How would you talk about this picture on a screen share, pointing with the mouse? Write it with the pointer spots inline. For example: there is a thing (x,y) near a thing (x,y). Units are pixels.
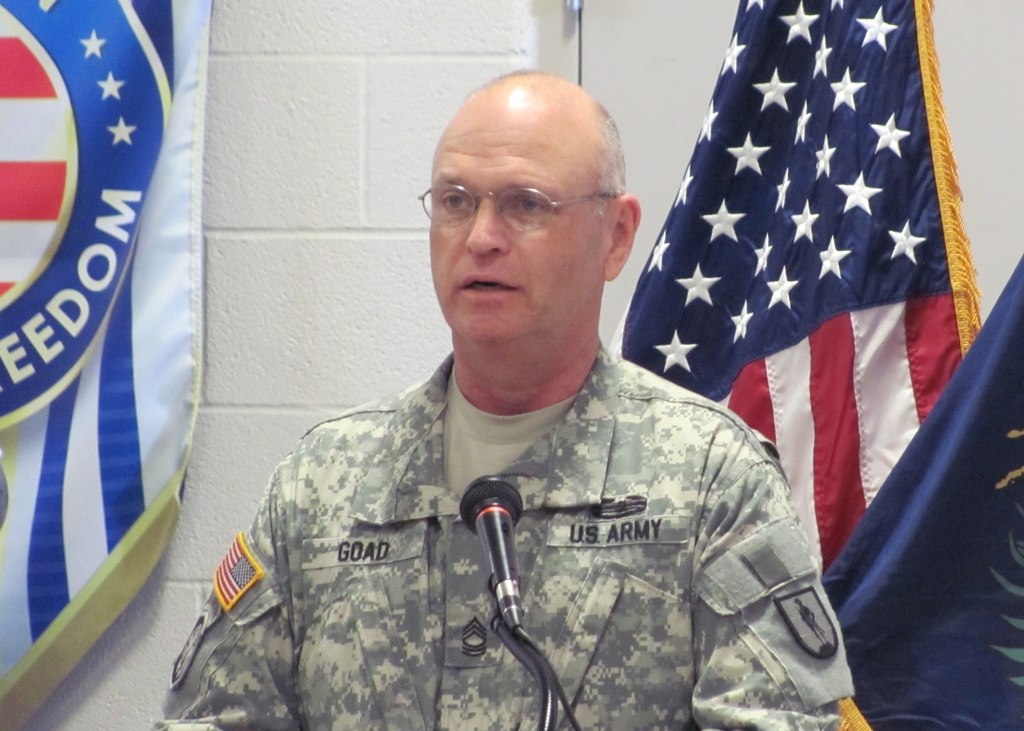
In this image we can see a man (571,618) and a mic (573,714) is placed in front of him. In the background (438,329) there are flags (152,335) and wall (387,190).
